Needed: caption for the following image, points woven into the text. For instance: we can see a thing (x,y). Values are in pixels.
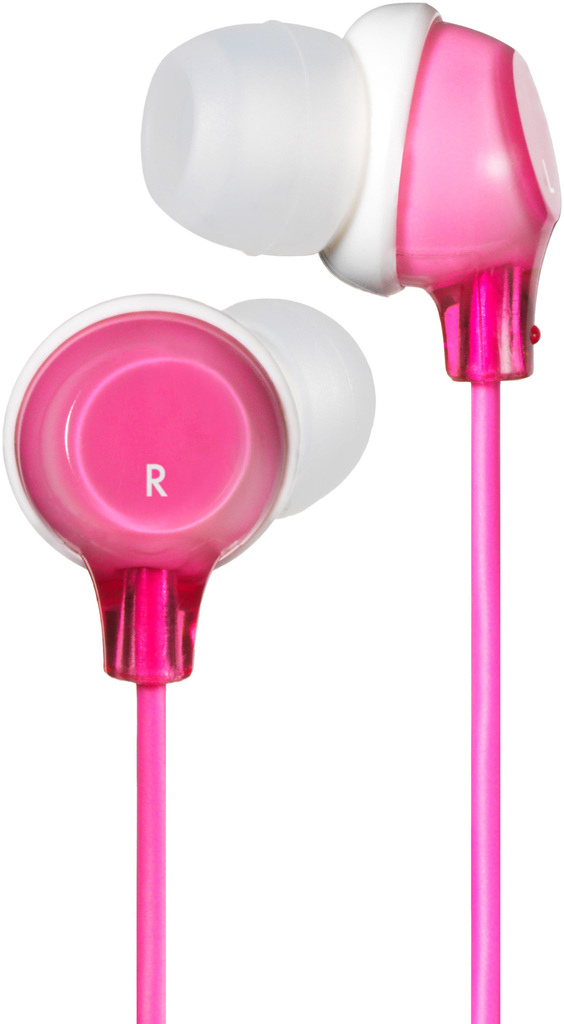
In the picture we can see two headset buds (310,417) which are pink in color.
